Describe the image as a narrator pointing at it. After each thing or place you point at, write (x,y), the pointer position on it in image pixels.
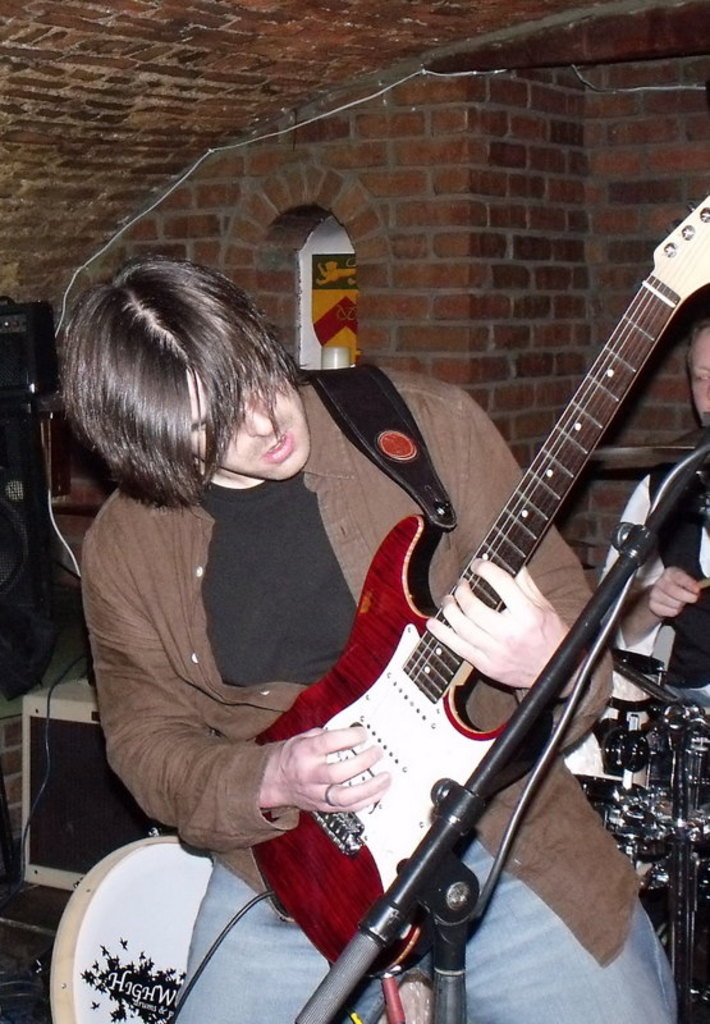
There is man (240,709) standing at the center (362,607) and he is holding a guitar (387,577) in his hands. There is a person (701,617) standing at the extreme right looks like he is playing a drum (670,744) with drumsticks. This is brick wall (347,185). There is a speaker (50,360) on the left side (7,534).
